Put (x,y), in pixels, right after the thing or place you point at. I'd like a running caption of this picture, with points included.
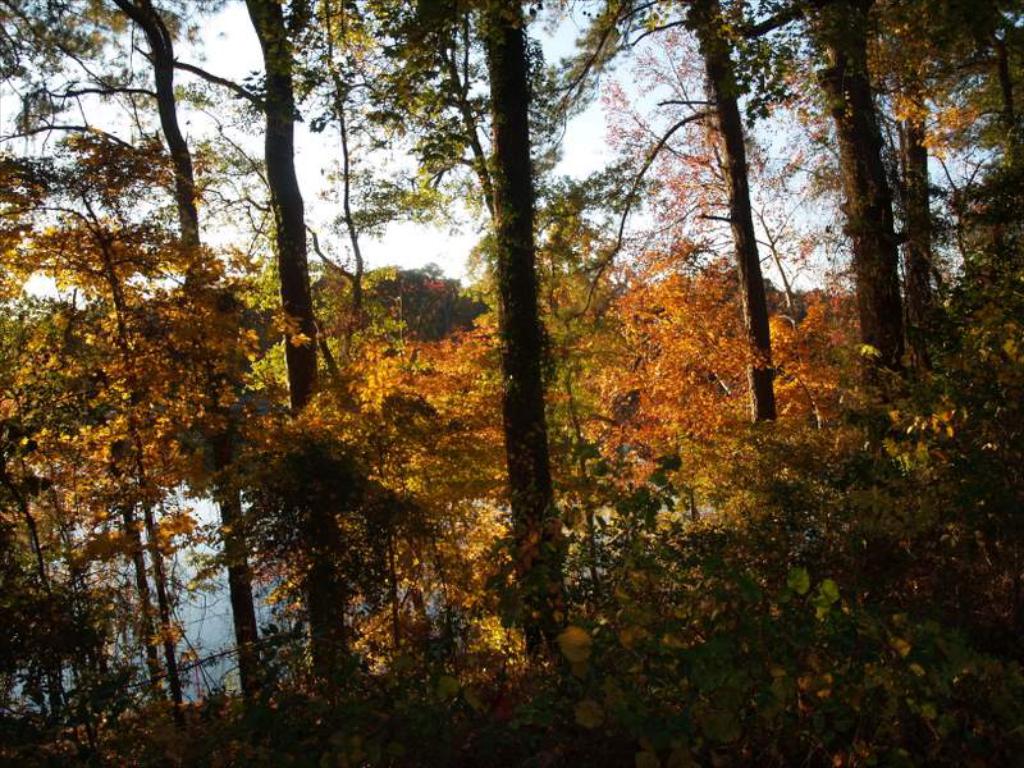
In this picture we can see many trees (187,360). On the bottom left (214,617) there is a water (214,631). Here it's a sky (584,163) and cloud (565,159). On the bottom (687,623) we can see plants (916,710), grass (742,707) and leaves (700,651).
